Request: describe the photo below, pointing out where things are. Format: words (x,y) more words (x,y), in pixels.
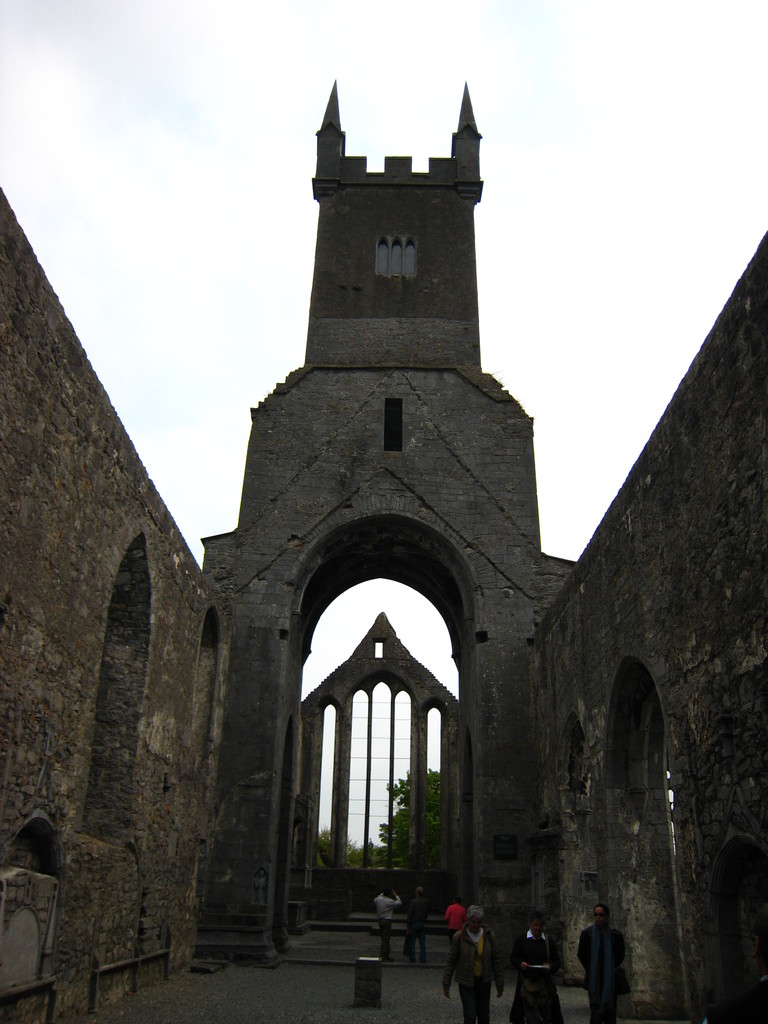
In this picture we can observe Ennis friary (346,711). There are some people (500,976) walking in this path (308,975). On either sides of this path (256,967) we can observe walls (665,701). In the background (431,798) there are trees (402,826) and a sky (182,265).
